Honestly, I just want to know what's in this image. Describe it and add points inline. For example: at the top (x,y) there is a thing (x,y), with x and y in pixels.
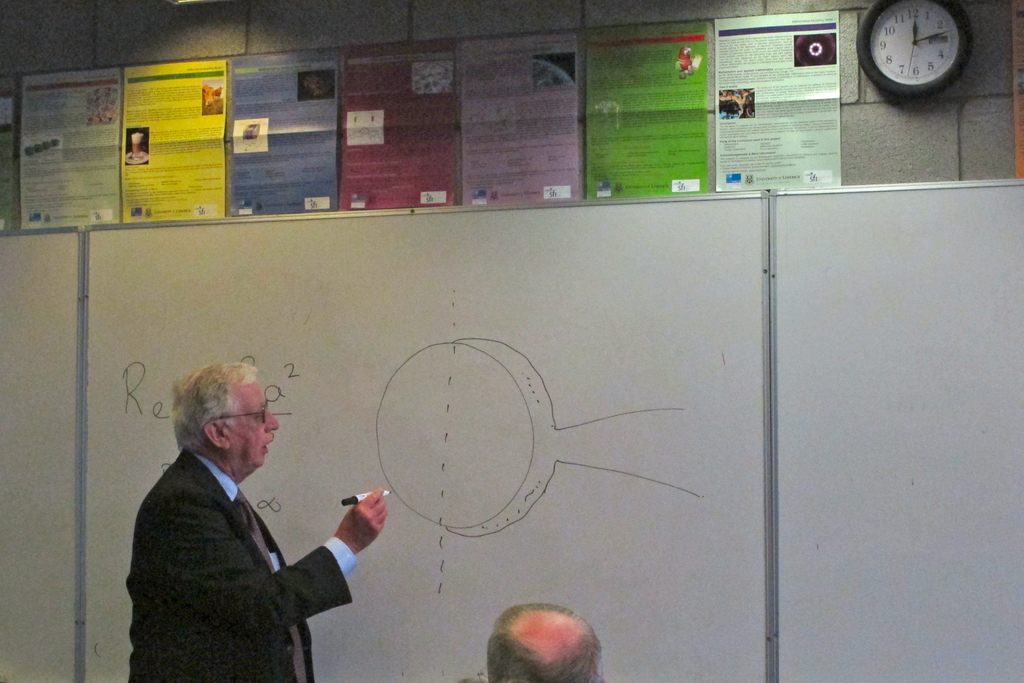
In this image we can see a person (333,554) standing and holding a marker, on the board (696,368), we can see some text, there are some posters (395,129) with images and text (638,101) on the wall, also we can see a clock (872,21), at the bottom of the image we can see a person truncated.
